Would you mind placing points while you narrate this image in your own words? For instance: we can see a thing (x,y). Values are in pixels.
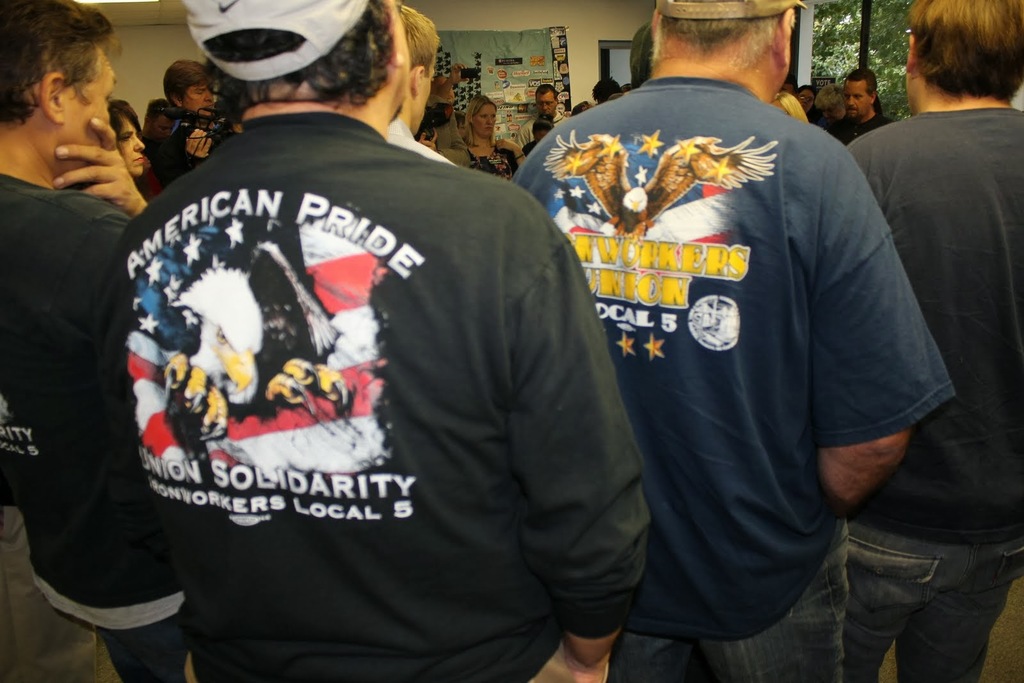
In the foreground of this picture (300,367), we see two men (503,313), one in black and another in blue T shirts (806,233) and also wearing caps (325,20). In the background (169,158), we see the crowd (167,120). On top (539,53), we see a wall (649,14), banner (564,48), window (848,34) and the trees (840,34).
